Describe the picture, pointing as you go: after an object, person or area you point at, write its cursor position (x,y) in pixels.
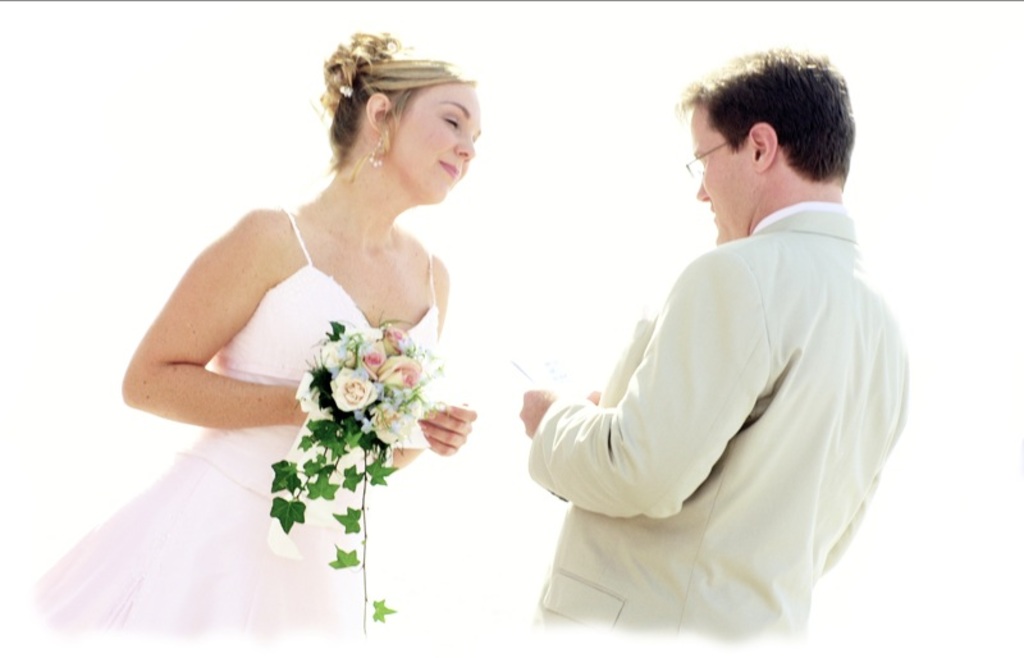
In this picture I can observe a woman (372,130) holding a bouquet (364,412) and a man (651,463). Man (661,417) is wearing spectacles (691,164). Woman (291,412) is wearing white color dress (219,510). The background (549,192) is completely in white color.
